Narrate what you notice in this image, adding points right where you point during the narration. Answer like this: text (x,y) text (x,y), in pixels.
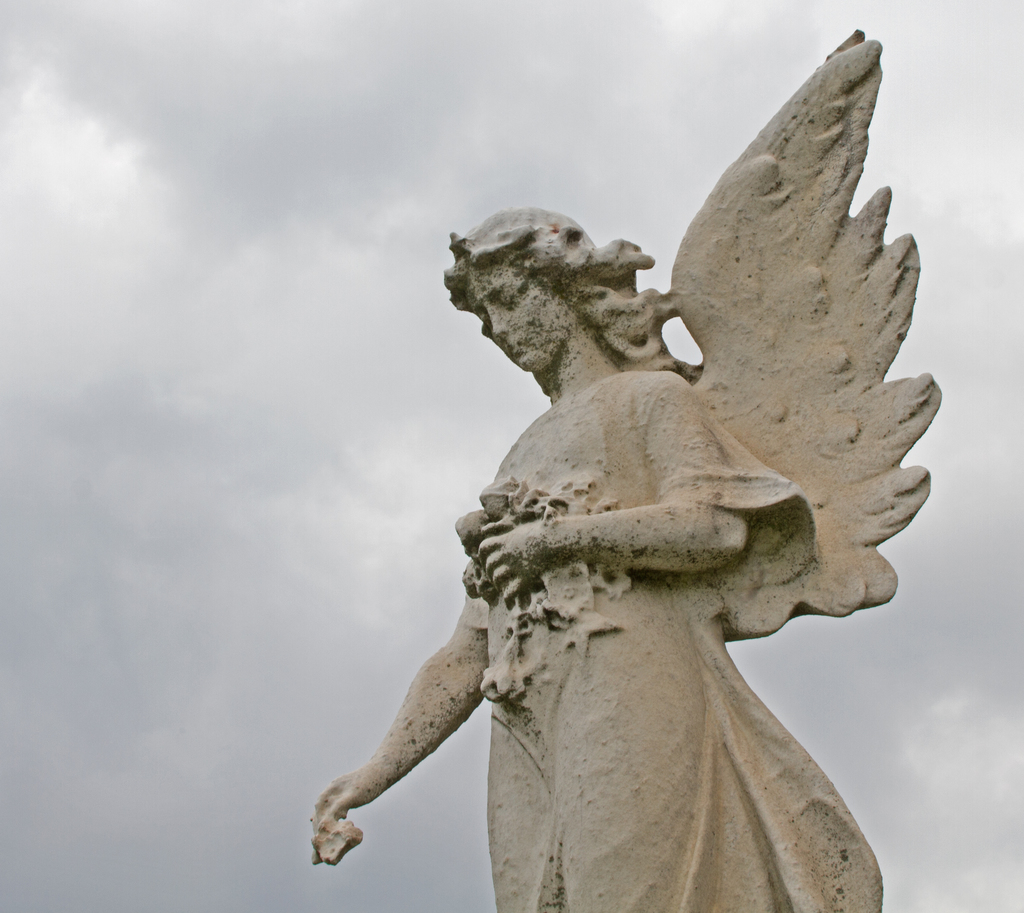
In this image we can see a statue (625,562) which resembles like an angel (645,343) and in the background (454,566), we can see the cloudy sky (948,817).
